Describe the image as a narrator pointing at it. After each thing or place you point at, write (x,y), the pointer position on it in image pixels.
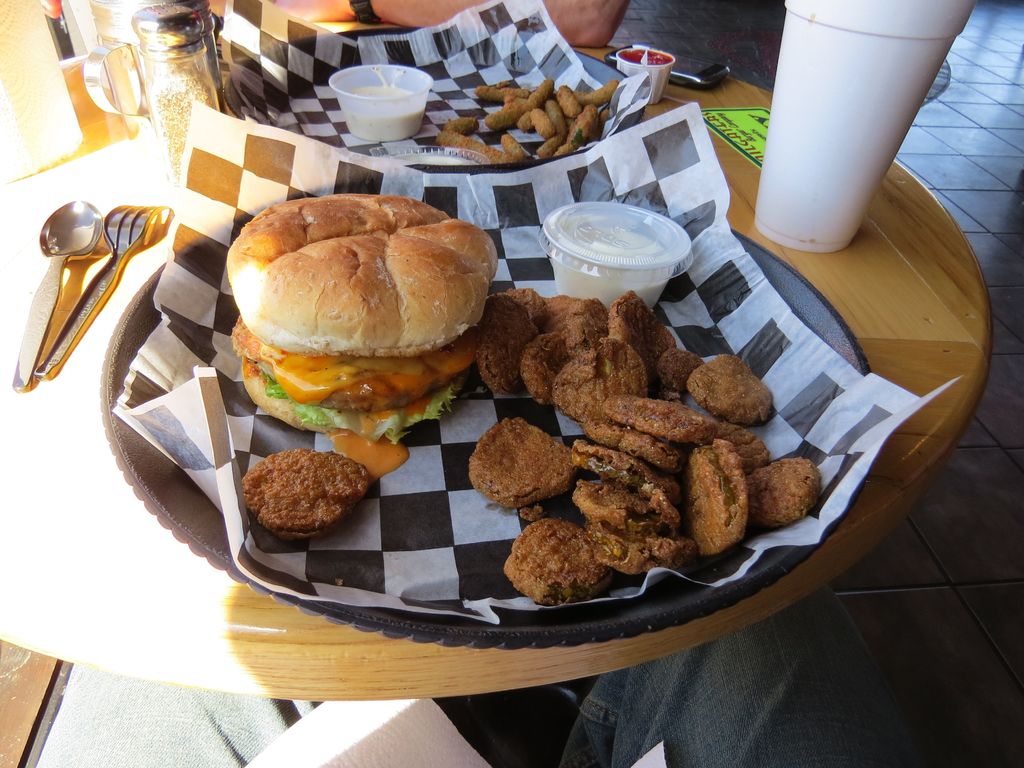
In this image there is one table (76,544), on the table (76,544) there are plates (343,169) and in the plates (511,253) there is one burger (450,276) and some food items (473,129) and bowls (616,241). And on the table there is a glass (825,46), spoon (81,245), jug (113,37) and cup (620,63). In the background (591,32) there is one persons hand (400,17) is visible, and at the bottom (157,730) there is one person's legs (703,681) are visible and at the bottom (973,547) there is floor (980,549). At the top of the left corner (20,89) there are some objects (53,37).
